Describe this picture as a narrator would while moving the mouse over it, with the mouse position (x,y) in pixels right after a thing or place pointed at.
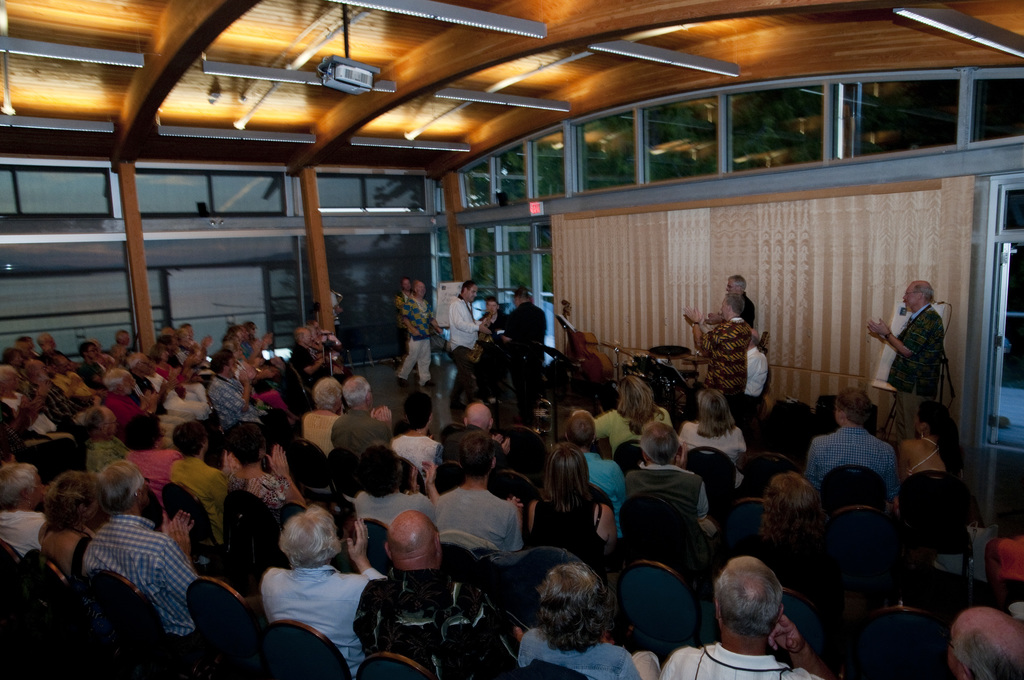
In the foreground of this image (602,495), there is the crowd (195,479) sitting on the chairs (203,521). In the background (364,339), there are persons (719,375) standing, curtains (636,264), glass windows (493,191) and the doors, ceiling (421,44) and the lights (226,74). Through the glass (697,165) we can see the greenery (696,128).
